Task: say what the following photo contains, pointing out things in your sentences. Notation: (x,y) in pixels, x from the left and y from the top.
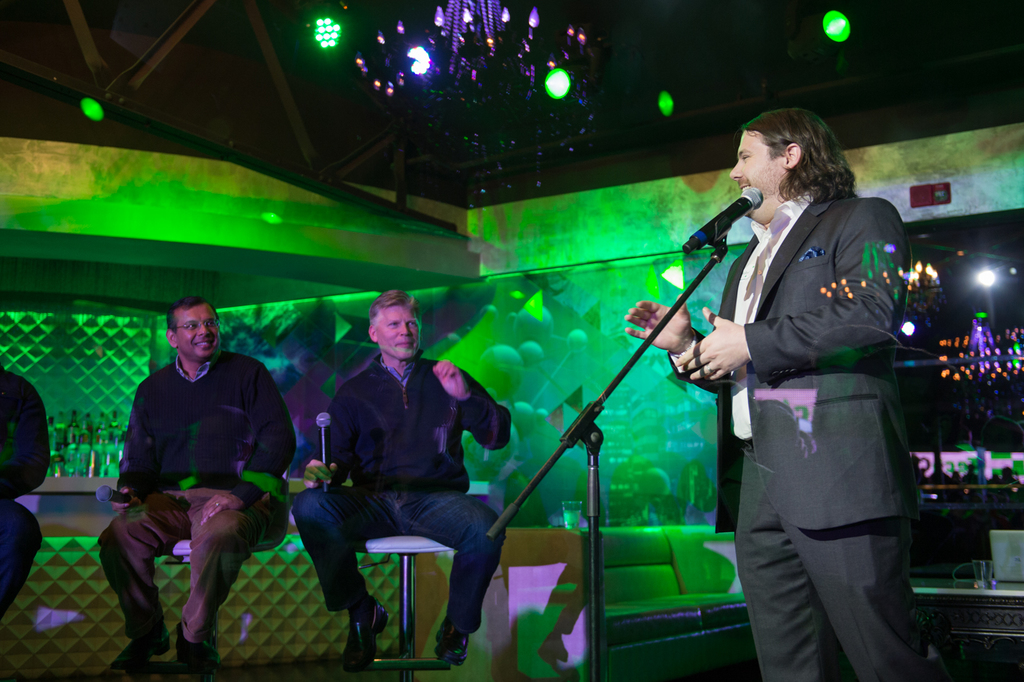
This is an image clicked in the dark. On the right side (852,407) there is a man (812,381) standing facing towards the left side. In front of him there is a mike stand (580,430). On the left side (235,460) there are three men (34,455) sitting on the chairs (432,543) and looking at this man (768,436). In the background (501,362) there is a wall (476,287). At the top (390,70) I can see few lights (420,71) in the dark.
